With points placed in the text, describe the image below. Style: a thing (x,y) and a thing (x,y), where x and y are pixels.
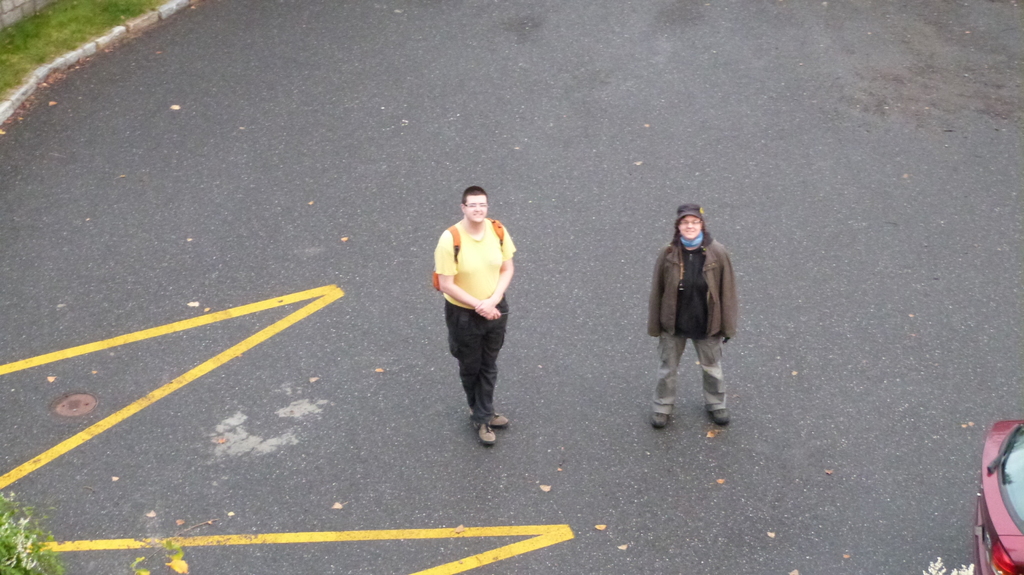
In this image, we can see two persons (468,360) are standing on the road (370,468) and smiling. In the bottom right corner of the image (1006,542), we can see a vehicle (989,547). On the left side of the image (35,41), we can see grass (94,34), wall (27,5) and tree (18,528).
